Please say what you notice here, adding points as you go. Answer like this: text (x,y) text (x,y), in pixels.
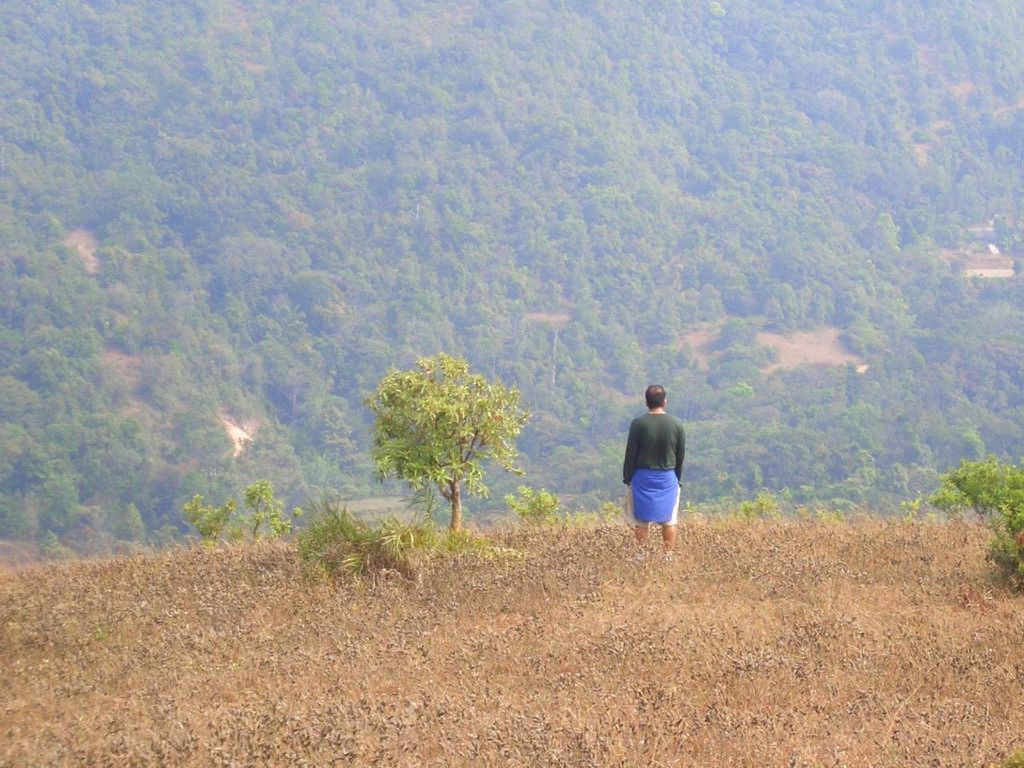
In this image there is a person (631,498) standing, in front of the person (642,509) there are plants (386,551), trees (310,474) and mountains (423,323), the person (633,479) is standing on the dry grass surface (494,616).
